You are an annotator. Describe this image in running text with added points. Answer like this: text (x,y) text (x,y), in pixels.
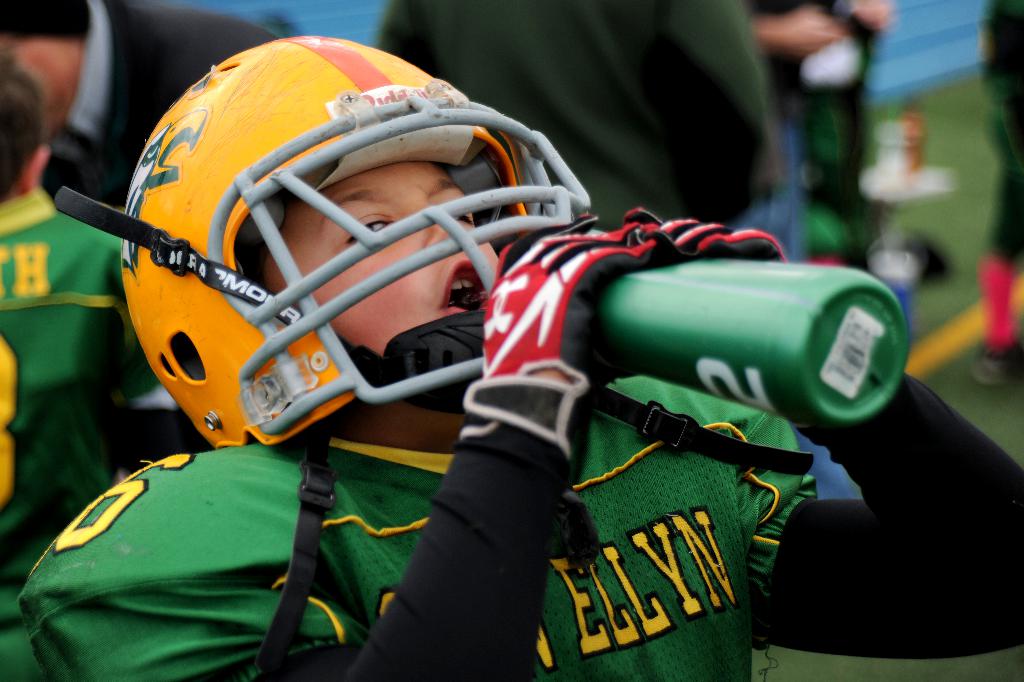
This image consists of many people (138,432). In the front (353,269), a person (498,427) is drinking water (856,336). He is wearing a green color sports dress (391,540). And we can see the grass (848,665) on the ground (974,329).
